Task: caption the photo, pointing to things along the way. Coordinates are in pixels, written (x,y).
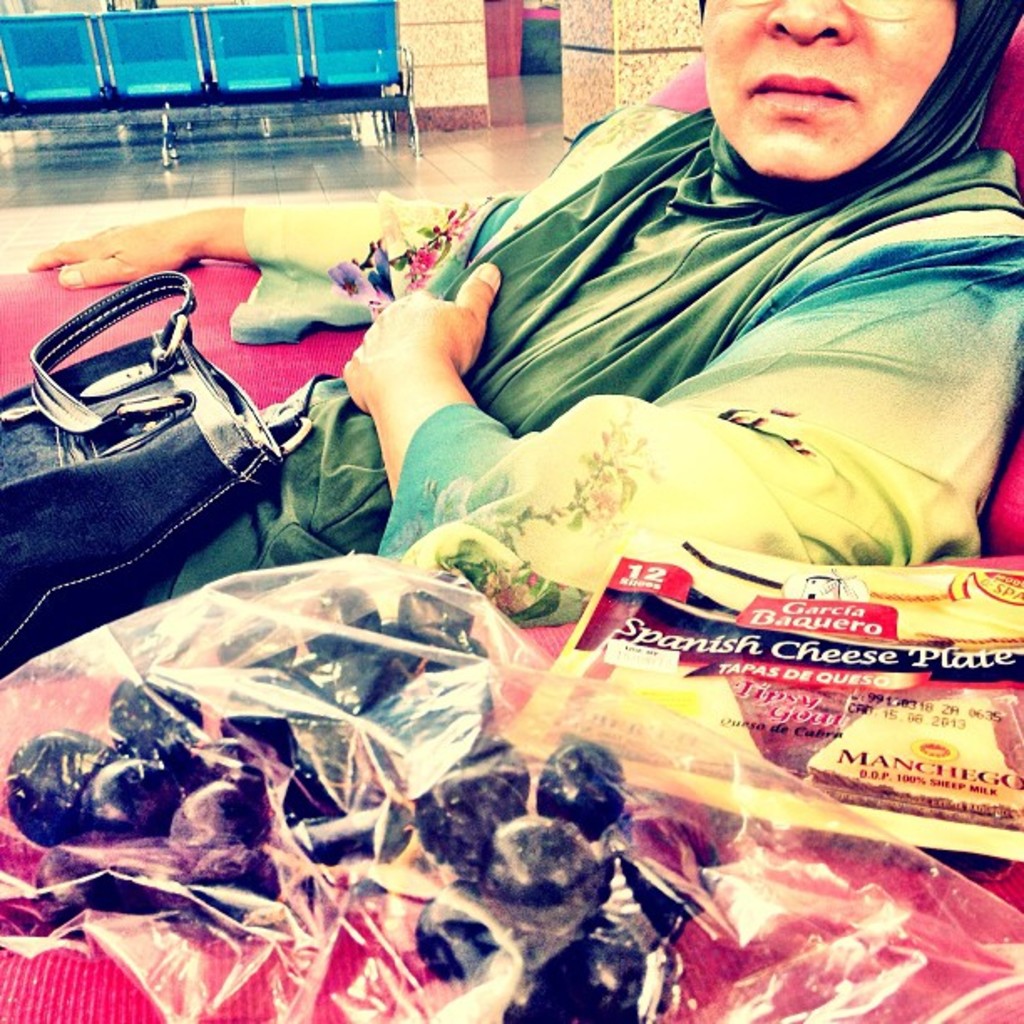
In this image I see a woman (344,408) who is sitting on this red color couch (278,382) and I see a black color bag (148,446) on her and I see covers (291,669) over here and I see something is written on this cover (794,637) here. In the background (451,21) I see the wall (423,51), path (389,159) and 4 blue color chairs (254,90).
